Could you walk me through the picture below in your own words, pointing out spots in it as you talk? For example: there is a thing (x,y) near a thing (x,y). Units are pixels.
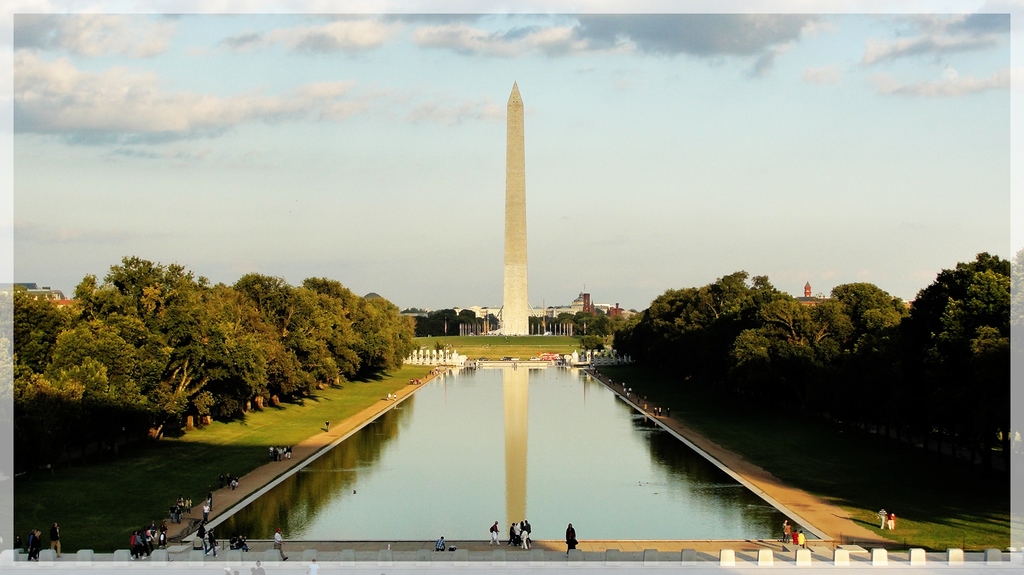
At the bottom (517,539), we see the cement blocks (607,559) and the people (207,537) are standing. Behind them, we see a water body (516,435). Beside that, we see the people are standing. On either side of the picture, we see the trees (762,361) and the grass (769,410). In the middle (515,307), we see a monument (524,230). There are trees (586,317), buildings (572,309) and the poles (543,330) in the background (501,324). At the top (292,152), we see the sky (260,135) and the clouds (160,105).
